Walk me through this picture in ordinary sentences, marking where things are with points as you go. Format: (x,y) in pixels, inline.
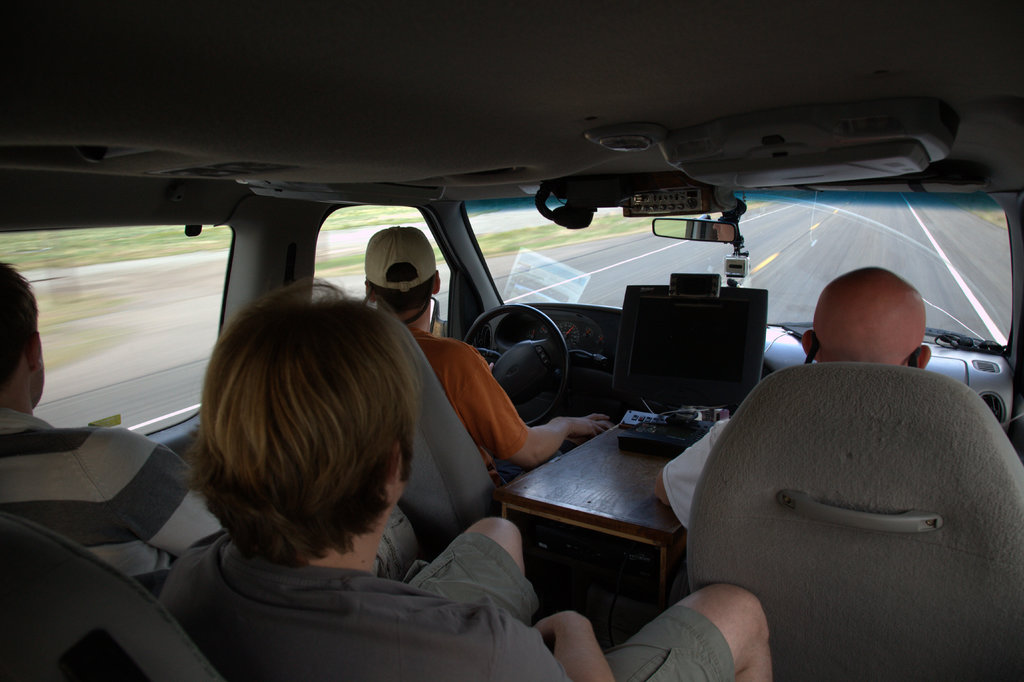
This is the inside view of the vehicle (490,274). In this image we can see some people (843,350), mirror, monitor (637,337), steering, glass window (371,219) and other objects (865,558). Behind the vehicle (753,510) there is a road (942,215), grass (487,245) and other objects (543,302).
